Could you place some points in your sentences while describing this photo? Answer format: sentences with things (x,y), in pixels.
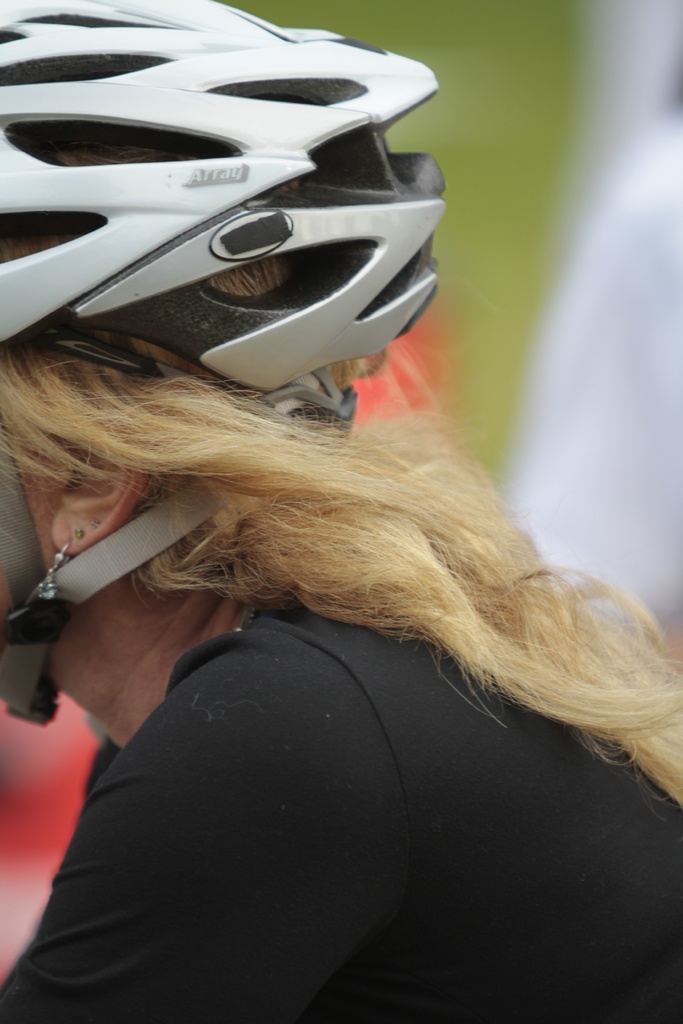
In this image there is a person's head (216,582) wearing a helmet (159,298).
